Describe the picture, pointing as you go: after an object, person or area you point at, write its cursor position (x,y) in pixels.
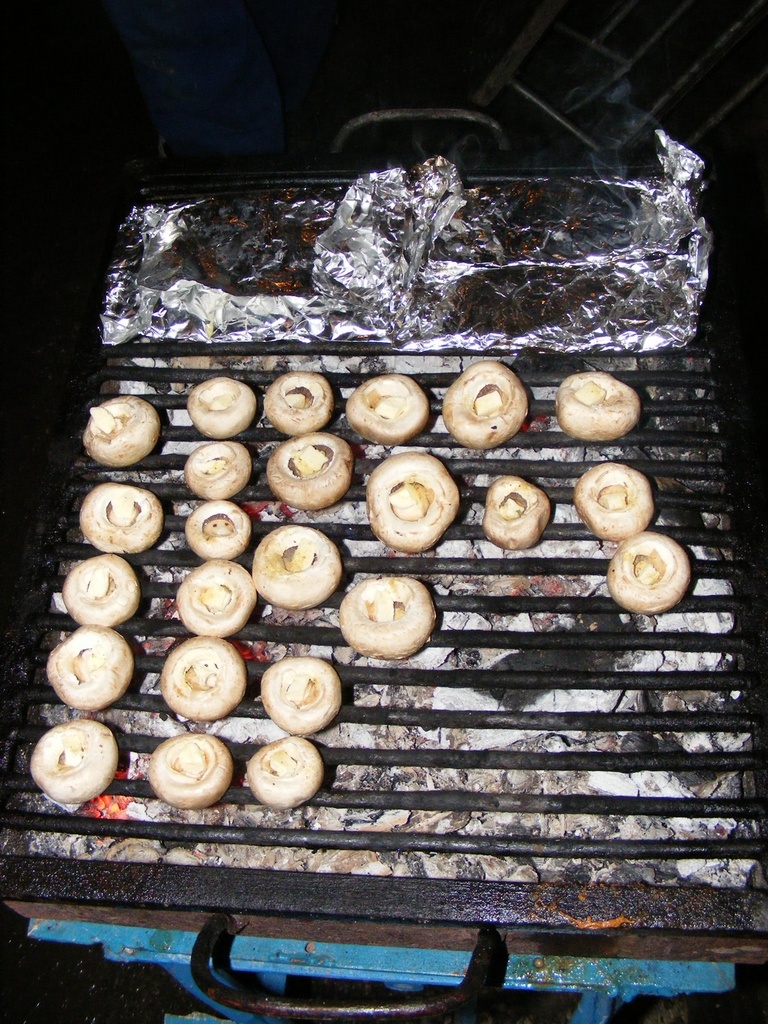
In this image I can see few food items (326,713) on the grill (601,758) and the food items (316,713) are in white and cream color and I can also see the silver foil (427,227).
